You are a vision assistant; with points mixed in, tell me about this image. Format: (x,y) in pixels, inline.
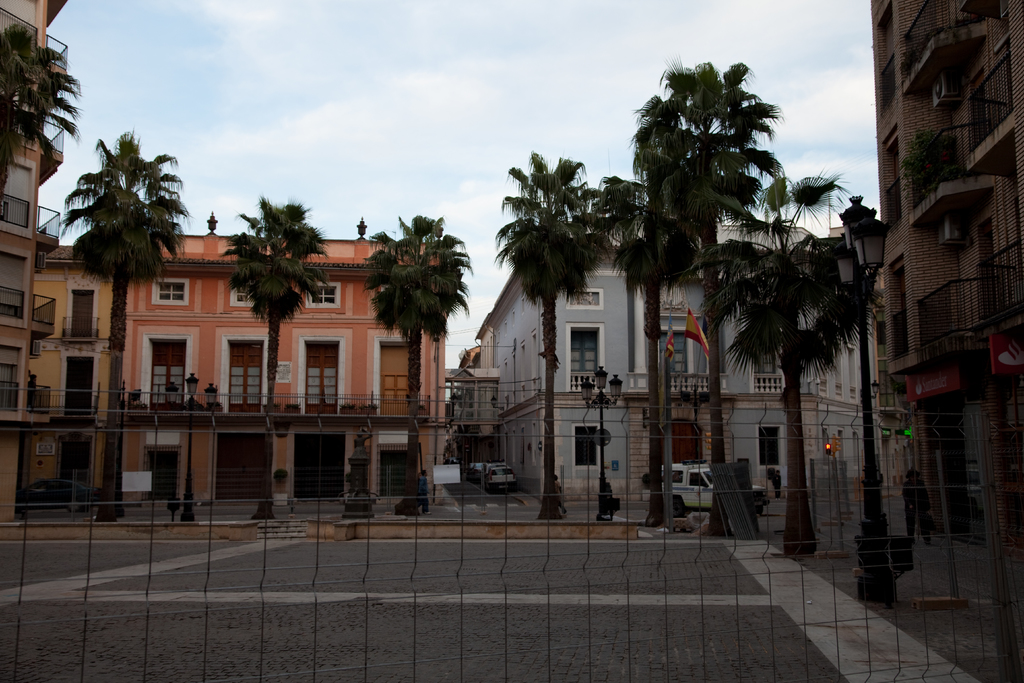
In this picture I can see a metal grill fence (507,467). I can see the buildings (364,365). I can see trees (648,521). I can see the vehicles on the road (643,519). I can see the traffic light pole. I can see clouds (373,121) in the sky (356,89).
